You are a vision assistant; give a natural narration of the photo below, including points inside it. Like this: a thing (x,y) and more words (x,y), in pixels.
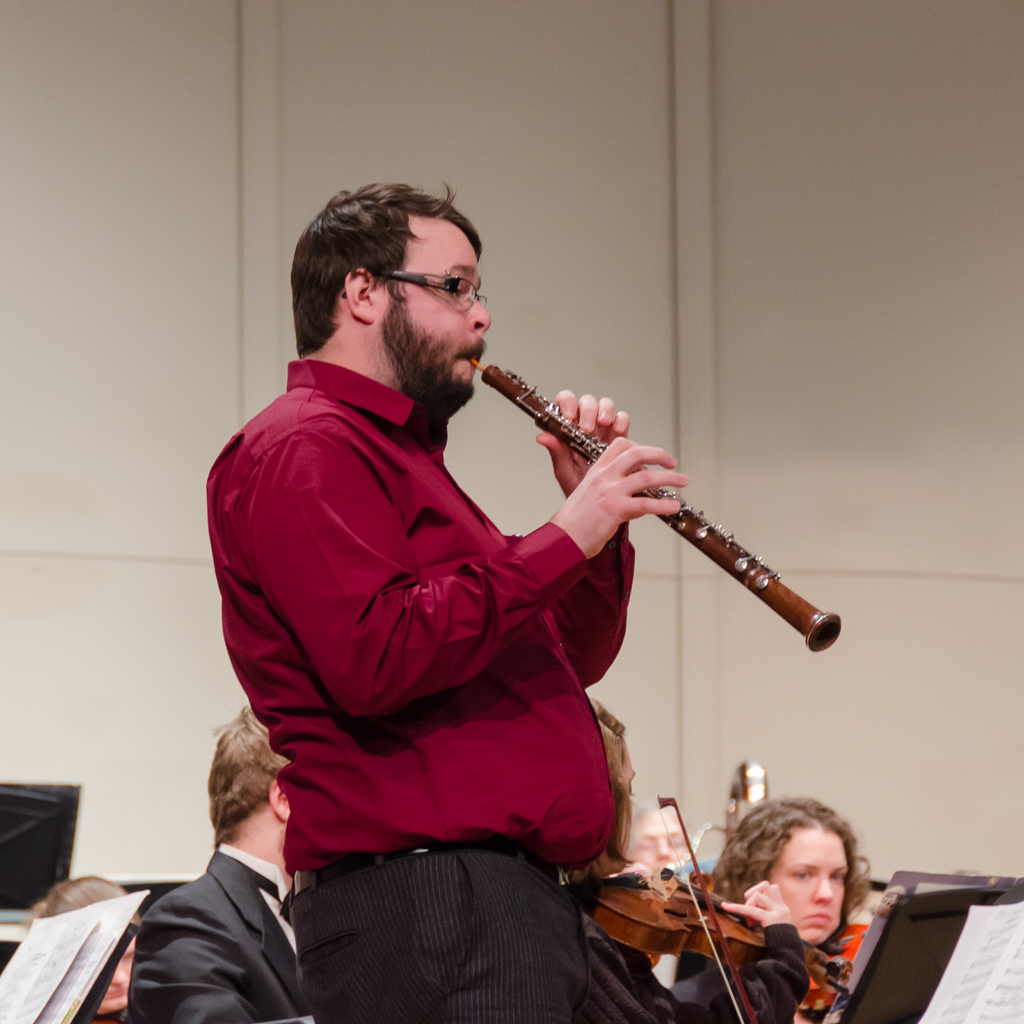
In this image in the front (433,657) there is a man (434,781) standing and playing a musical instrument (595,454). In the background (237,906) there a persons (218,900) sitting and there are musical instruments (670,913) and there are boards (882,974) with some text (983,972) written on it and there is a wall (787,262) which is white in colour.
